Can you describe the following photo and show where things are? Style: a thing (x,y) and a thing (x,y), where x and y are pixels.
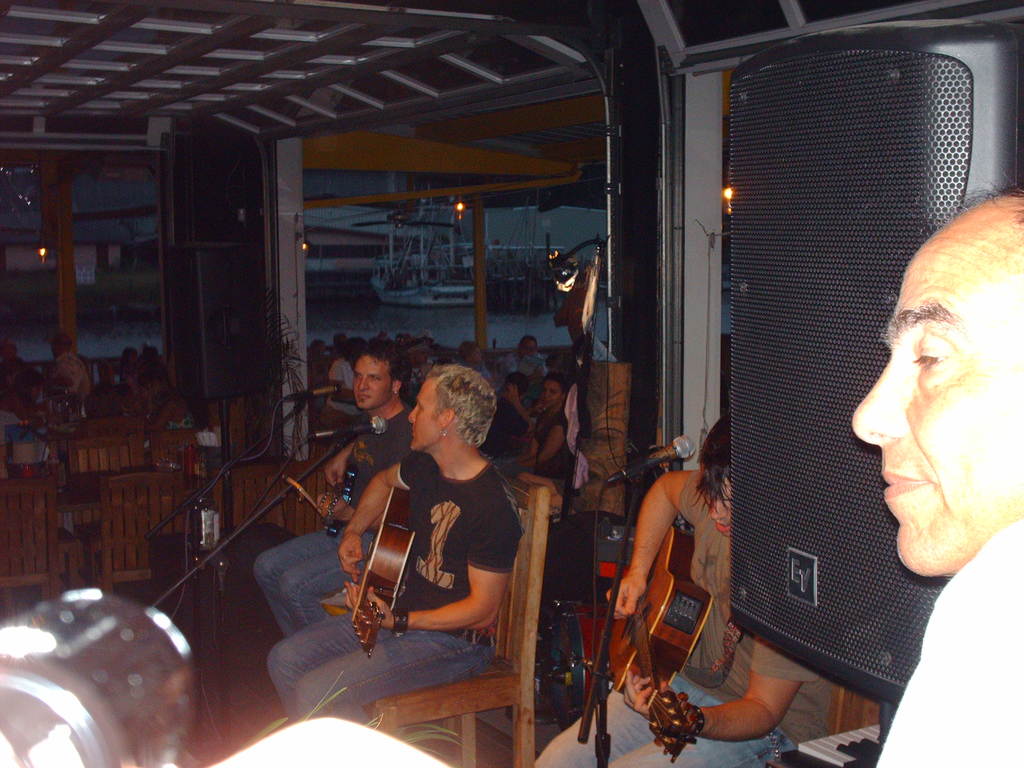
In this image, there are some chairs (30,583) which are in yellow color and in the middle (369,365) there are some people (413,615) sitting on the chairs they are holding some music instrument (326,514), there are some microphones (322,434) which are in black color, in the background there are some people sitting on the chairs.
